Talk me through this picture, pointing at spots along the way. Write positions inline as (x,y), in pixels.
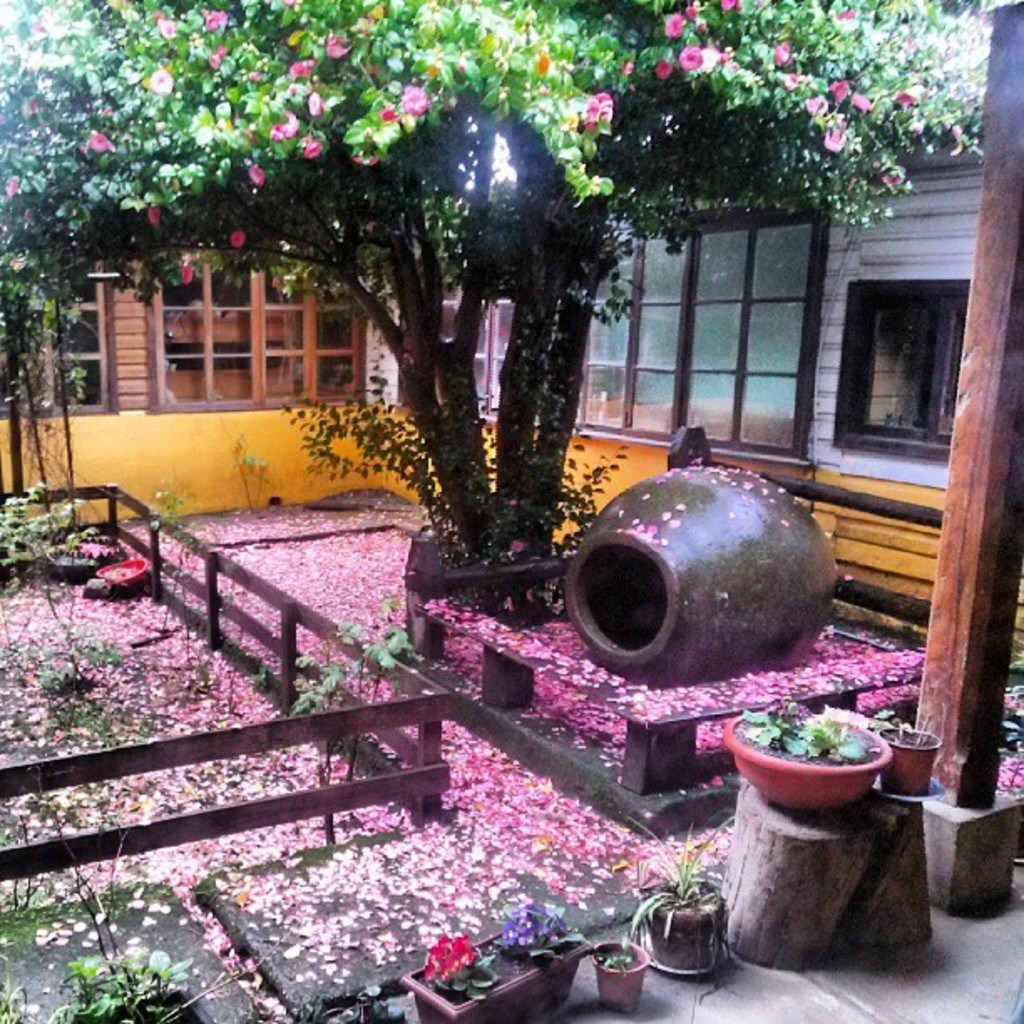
In this image we can see flowers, trees (405,257), plants (383,635), flower pots (901,783), a wooden pole (996,584) and a few wooden objects (901,887) on the right side (972,812), near that we can see the pot (786,578), wooden fence (381,780), we can see the house (98,396) and the windows (863,360).
